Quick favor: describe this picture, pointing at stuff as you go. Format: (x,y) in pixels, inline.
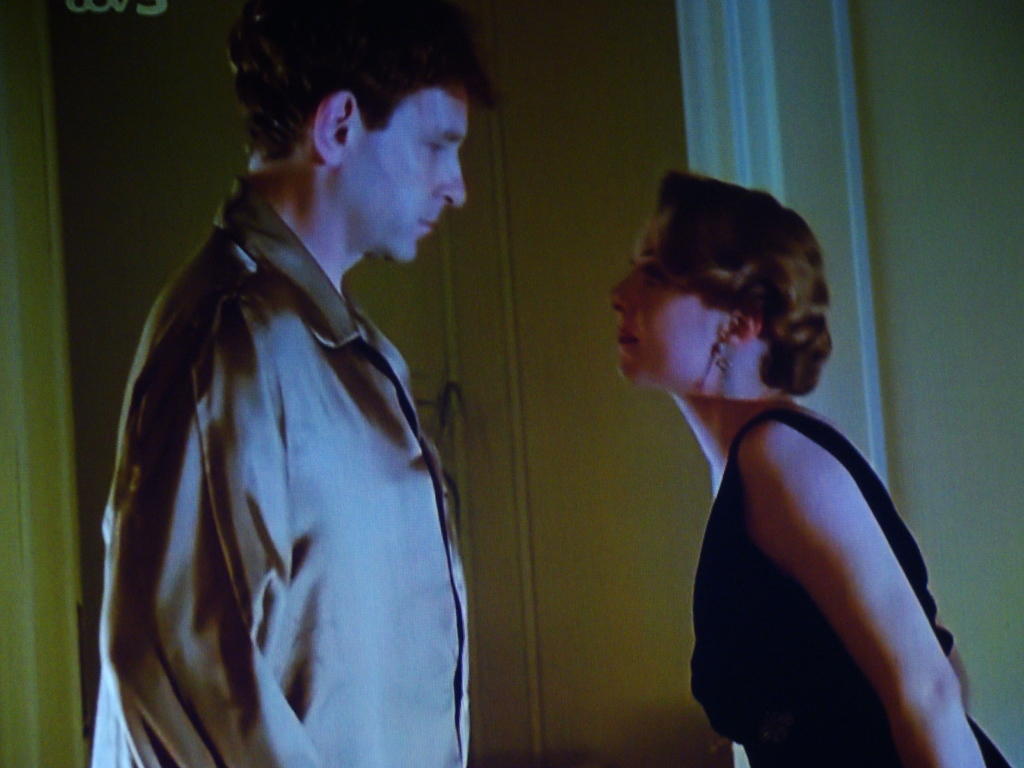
In this picture man (377,468) and woman (749,382) are focused. Woman (780,454) is looking towards man (418,183) and man (415,182) is looking towards women (727,326). Women (760,458) wore black dress (762,608). Man (284,684) wore golden shirt (300,437). The wall (917,67) is in cream color.
